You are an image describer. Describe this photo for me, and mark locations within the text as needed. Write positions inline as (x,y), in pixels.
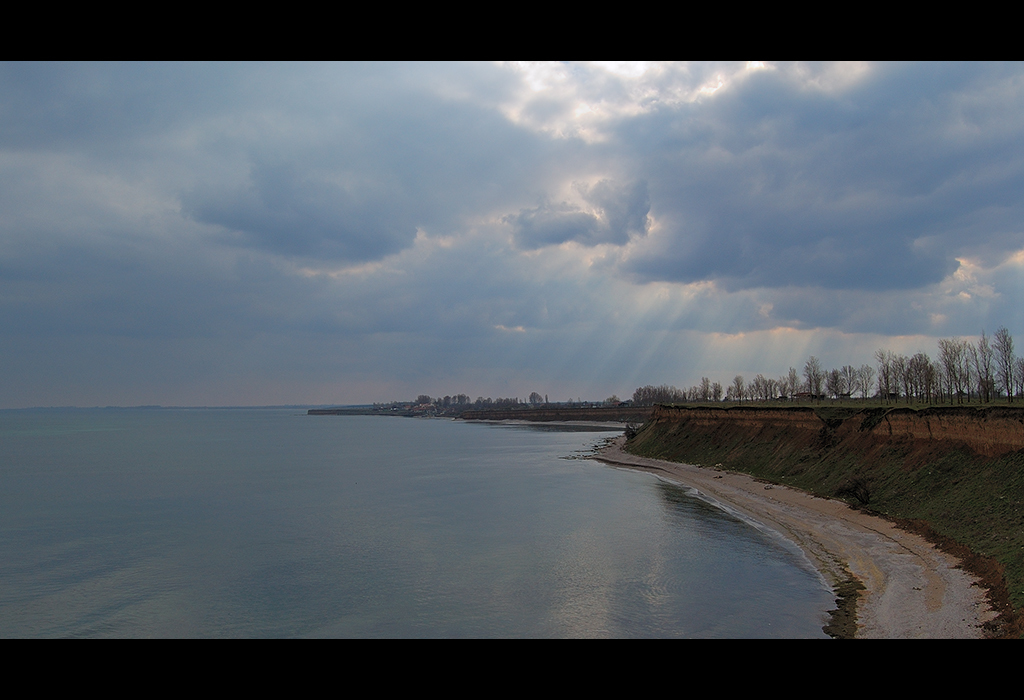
In this picture I can see there is an ocean (197,583) in the left (24,555) and there are trees (534,399), the sky (633,151) is cloudy.
